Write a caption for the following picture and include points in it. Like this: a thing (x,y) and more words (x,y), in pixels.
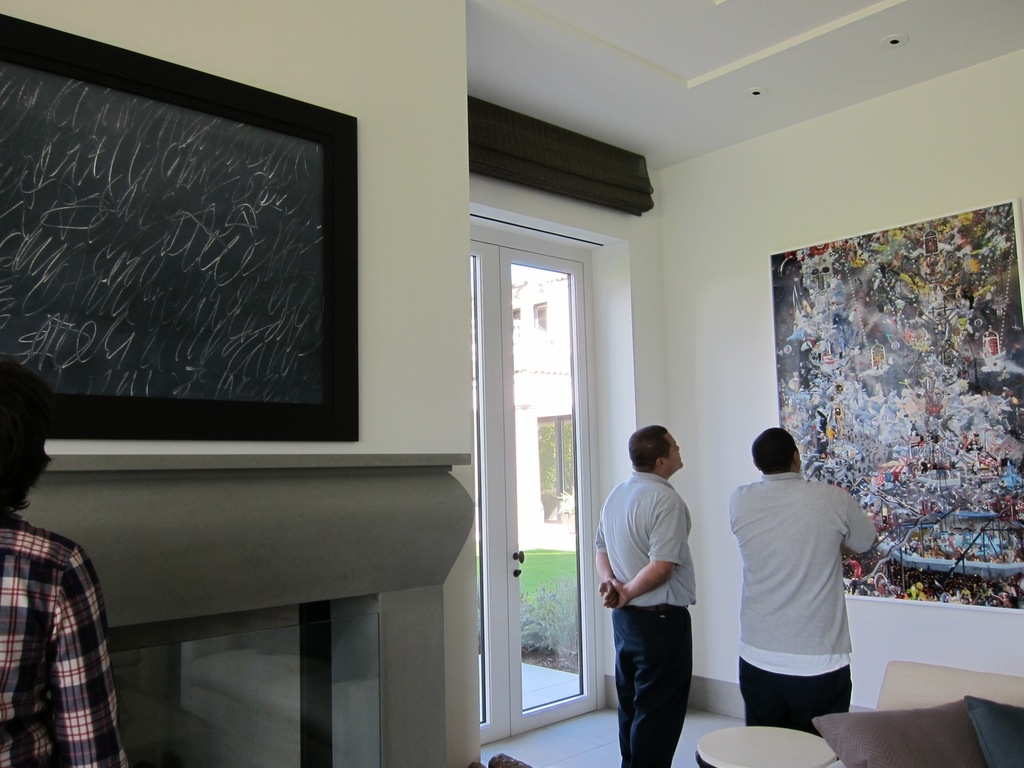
This is the inside picture of the image. In this image there are three persons (852,507) standing on the floor (565,742). At the bottom right corner of the image (953,673) there is a sofa (999,697) with the pillows (899,714) on it. There is a glass window (543,548) and we can see the grass (568,566) through it. On both right and left side of the image (231,232) there is a wall (604,469) with the photo frames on it.
